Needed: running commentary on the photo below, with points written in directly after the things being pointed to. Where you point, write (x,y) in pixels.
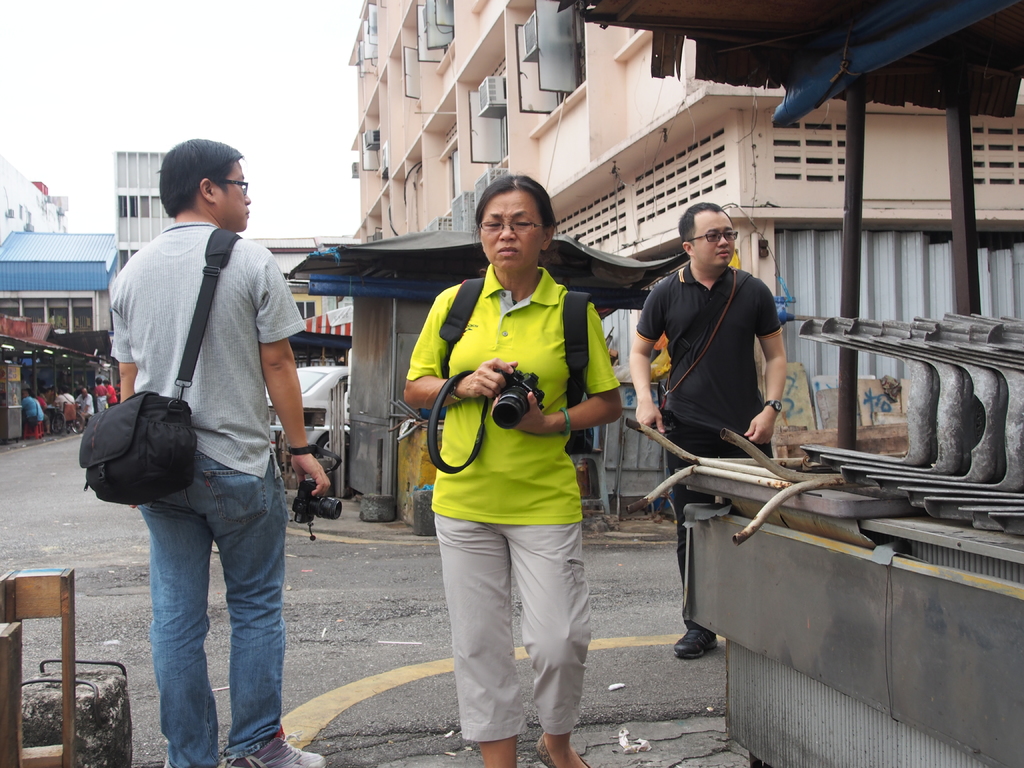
in this image on the right side (698,225) one person (732,268) is standing and on the left side (176,219) another person (233,482) is standing and he is holding the bag (190,357) and in the middle (490,341) the woman (512,551) is standing and on the left side (33,410) there are some people (76,399) sitting on the chair (74,411) behind the three persons (169,287) there is a building (546,127) and the background is very cloudy.
